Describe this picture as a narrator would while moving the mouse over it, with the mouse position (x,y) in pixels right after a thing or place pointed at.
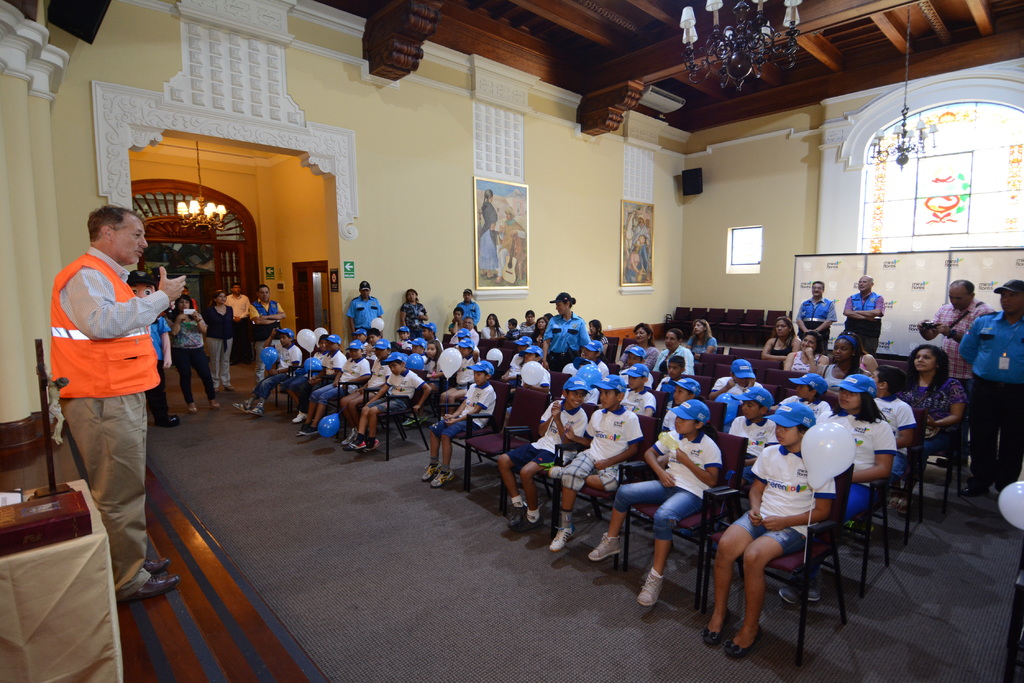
In this picture we can see a man (134,545) standing on a stage (184,539) and talking, book (63,503), sculpture (47,417) and in front of him we can see a group of people (818,293) where some are sitting on chairs (839,479) and some are standing on the floor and in the background (227,194) we can see chandelier (215,210), wall (266,234) with frames (639,260).
